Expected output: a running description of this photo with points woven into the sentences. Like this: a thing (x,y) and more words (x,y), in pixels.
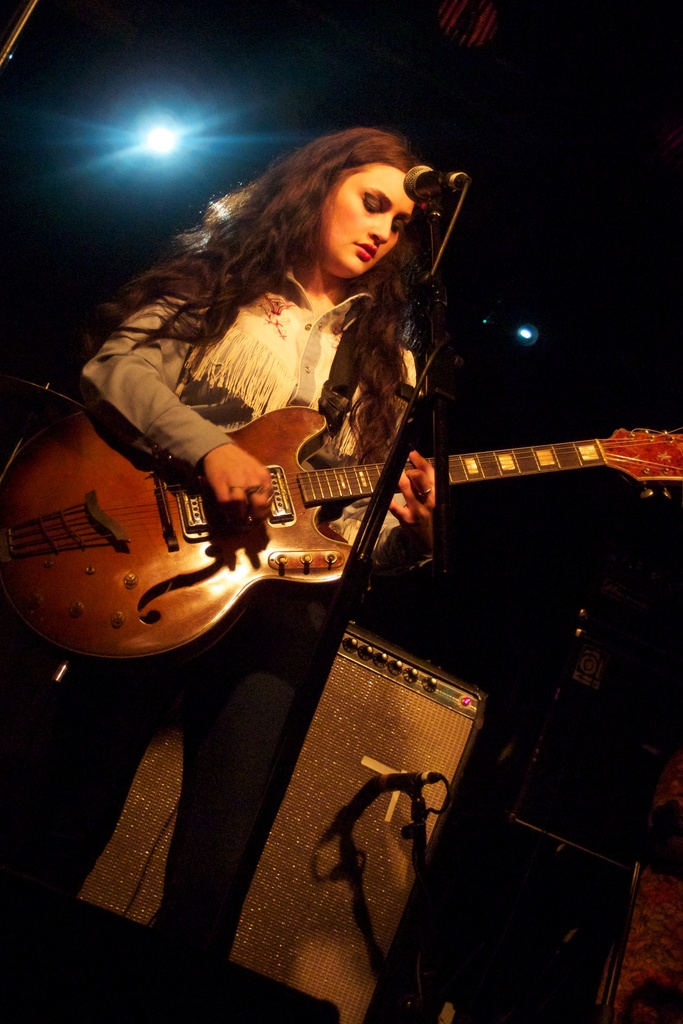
In this picture we can see a lady (382,197) who is holding a guitar (318,502) and playing it in front of the mic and behind her there are musical instruments (527,821) and a light (170,128).
